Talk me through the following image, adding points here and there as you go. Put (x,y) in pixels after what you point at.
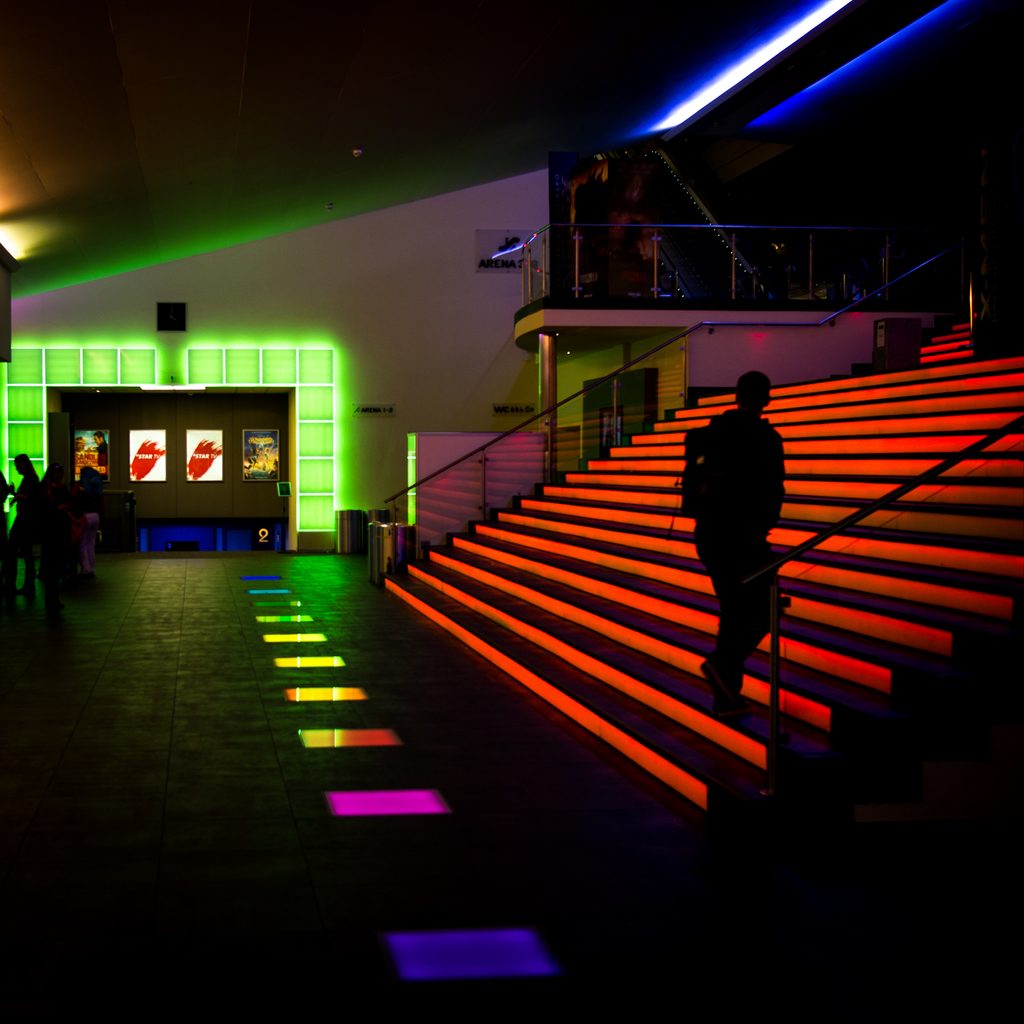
This picture is dark, in this picture there are people (17,528) and we can see lights (772,421), steps (832,432) and floor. In the background of the image (216,481) we can see railing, boards (150,473) on the wall (438,222) and dustbins (408,545). At the top of the image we can see lights (917,27).
